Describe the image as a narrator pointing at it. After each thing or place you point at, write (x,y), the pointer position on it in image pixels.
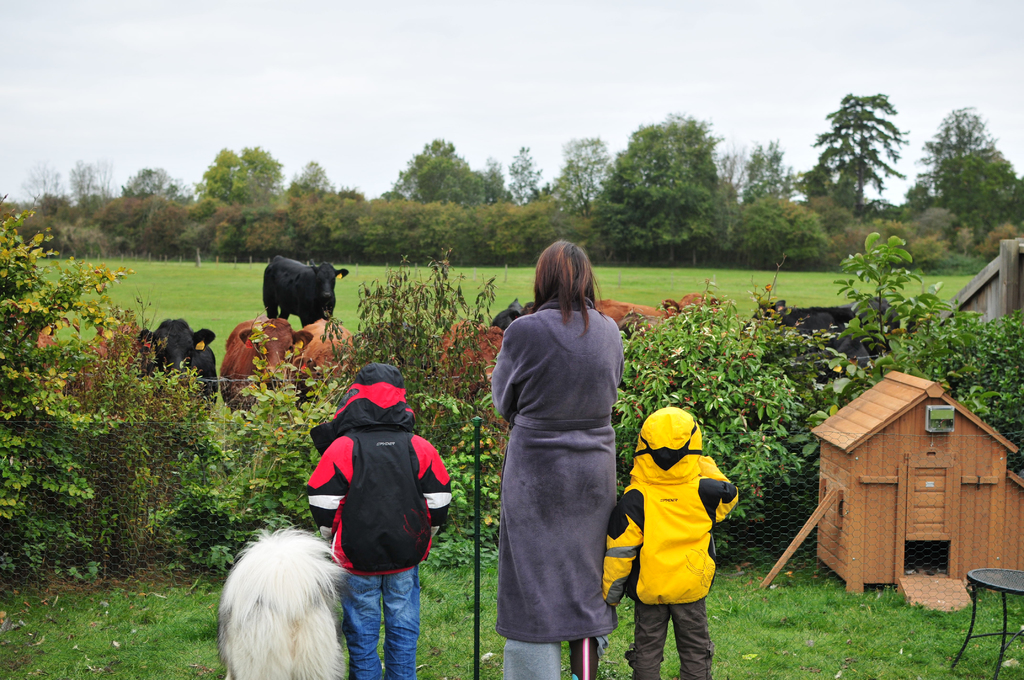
In front of the image there is a woman (536,495), two kids (401,531) and a dog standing and watching the cattle (303,329) in front of them. In front of them there is a mesh fence (206,441), behind the fence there are plants (398,336). In the background of the image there are trees (575,204). On the right side of the image (923,457) there is a chair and a wooden object (994,558).
